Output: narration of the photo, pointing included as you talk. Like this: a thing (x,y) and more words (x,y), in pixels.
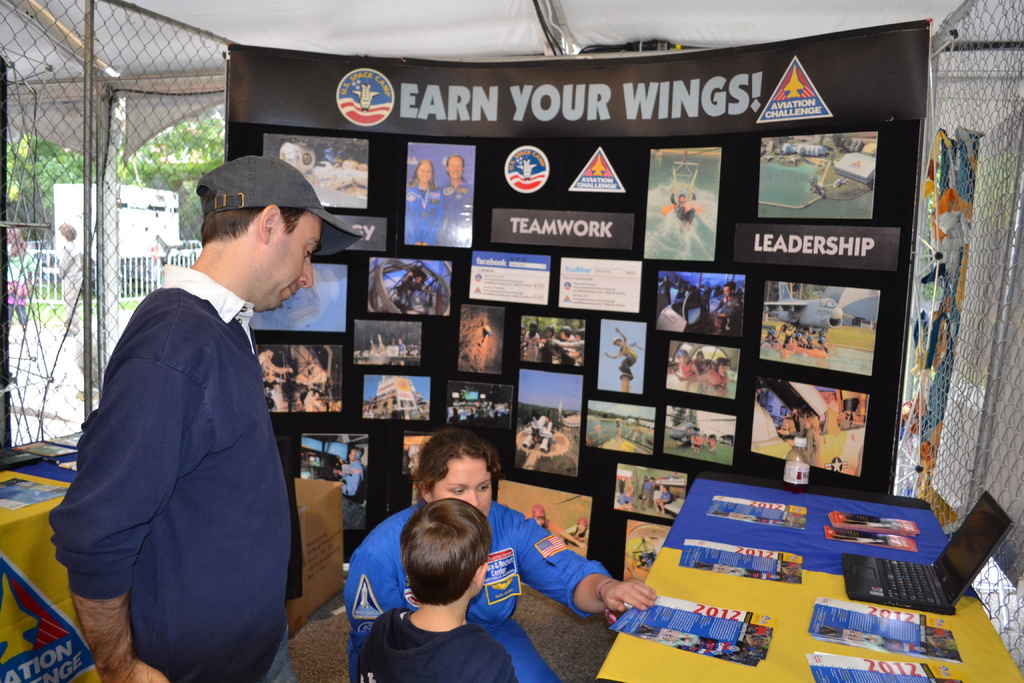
In the center of the image (486,447), we can see people (472,606) and there are some papers (776,560) and a laptop (876,601) are placed on the table (776,631). In the background (440,172), we can see a mesh (179,119) and a banner (584,294).
